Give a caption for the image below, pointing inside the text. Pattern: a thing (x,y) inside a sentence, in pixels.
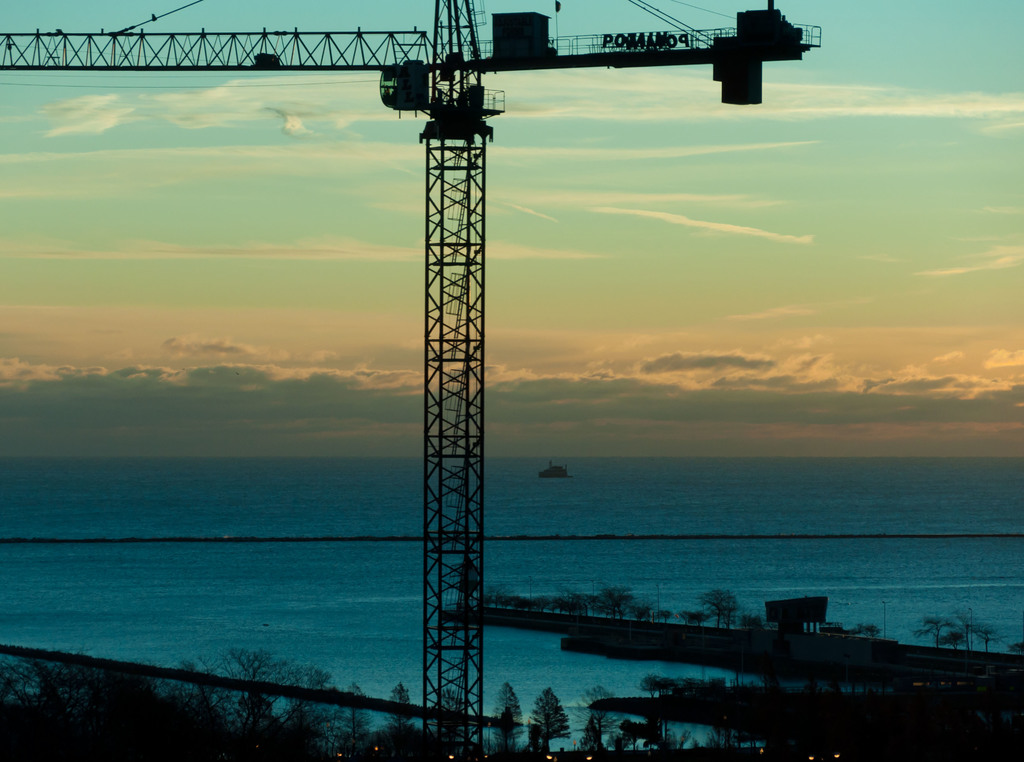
In this picture we can observe a tower crane (435,205) which is used to lift heavy weights. We can observe trees (545,716). In the background (301,618) there is an ocean (326,571). We can observe a sky (90,337) with clouds (367,406) in the background (256,388).
